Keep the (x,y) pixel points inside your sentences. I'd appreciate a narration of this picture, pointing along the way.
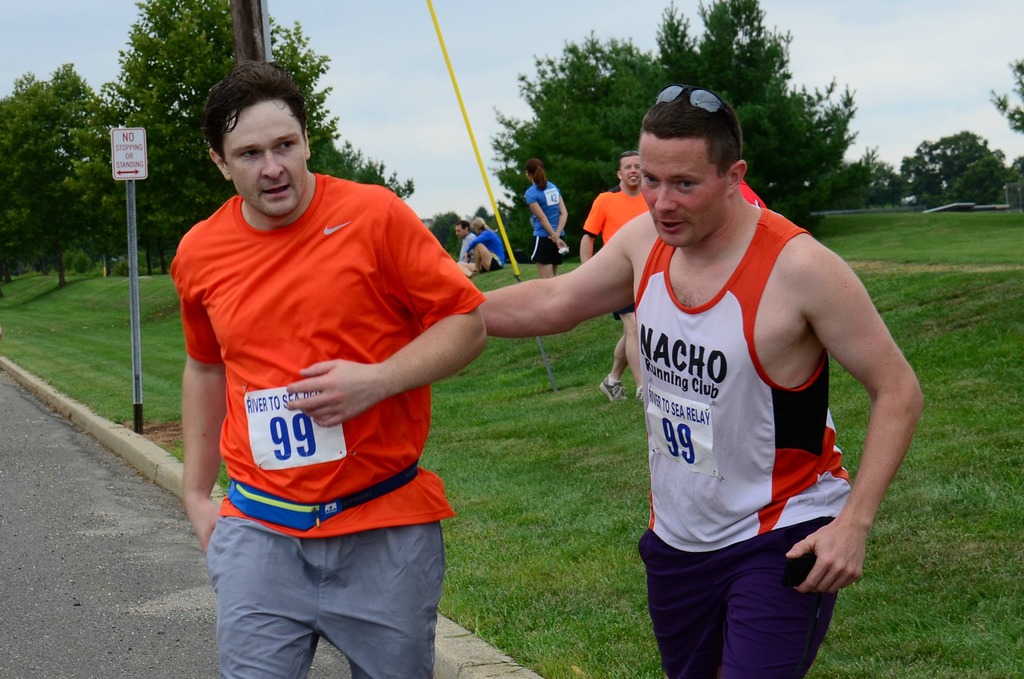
In this image we can see a group of people (675,457) standing. We can also see two people (499,263) sitting on the grass field (600,463), a signboard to a pole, the pathway (190,677), a rope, pole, a group of trees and the sky (470,66) which looks cloudy.
